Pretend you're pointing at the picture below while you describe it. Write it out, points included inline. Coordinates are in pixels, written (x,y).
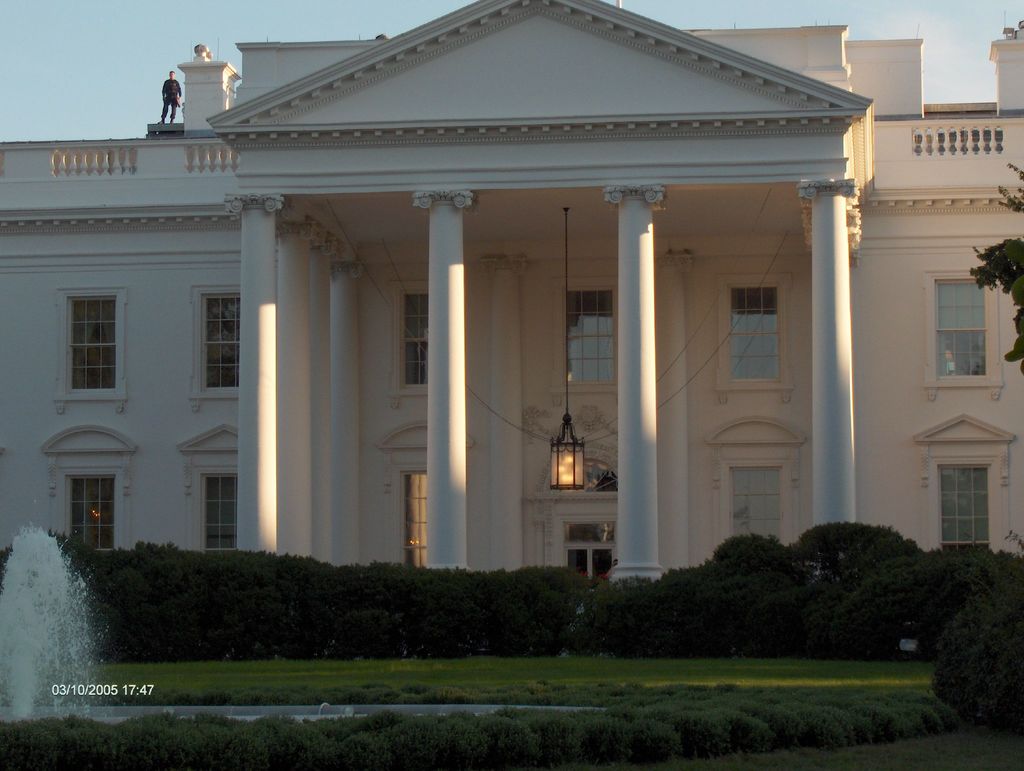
In this image we can see a building (495,494). In front of the building (498,513) we can see a light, grass (542,667) and a group of plants (784,578). On the right side (1018,266), we can see the leaves (1016,316) of a tree (992,260). On the left side (75,658), we can see a fountain (63,587) and some text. At the top (133,40) we can see the sky (160,58) and a person (171,85) standing on the building (299,329).
